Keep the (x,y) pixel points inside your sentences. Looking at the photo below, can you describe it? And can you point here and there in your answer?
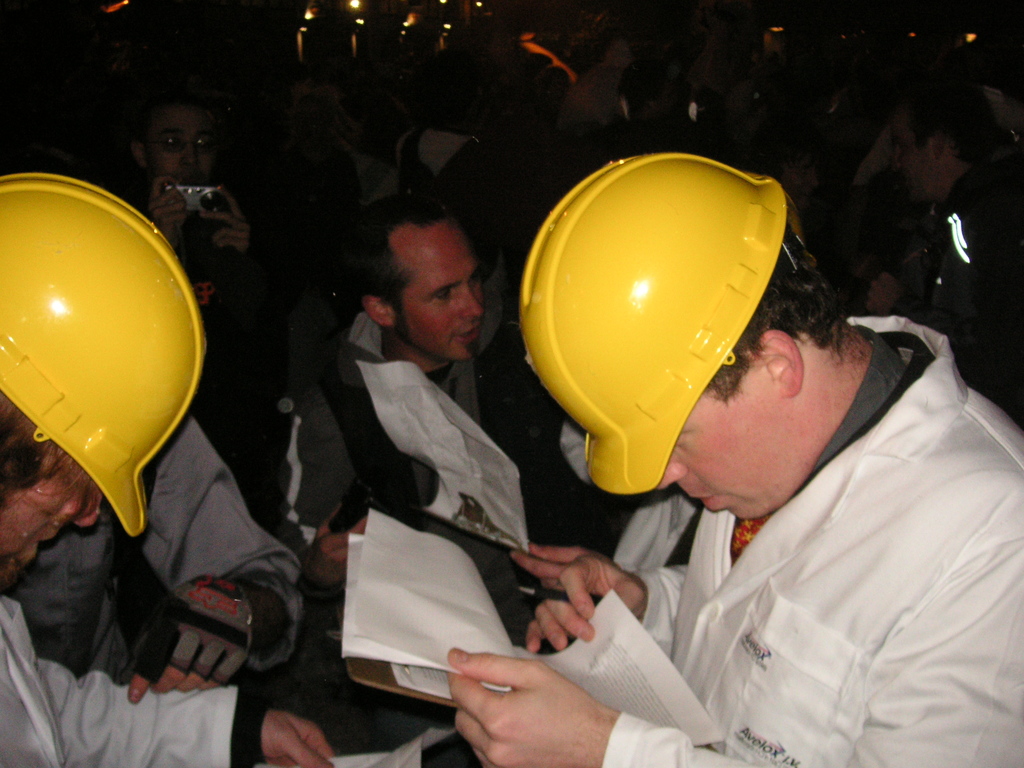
On the right side of the image (760,406) there is a man (768,432) with a helmet (682,407) on the head (749,460) and holding papers (450,642) in the hand (463,702). And on the left side of the image (1,480) there is a man (109,694) with a helmet (115,344) on the head (77,514). In the image there are many people (209,274) in the background (373,134). There is a man (187,136) with spectacles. He is holding a camera (203,192) in the hand (219,232).
